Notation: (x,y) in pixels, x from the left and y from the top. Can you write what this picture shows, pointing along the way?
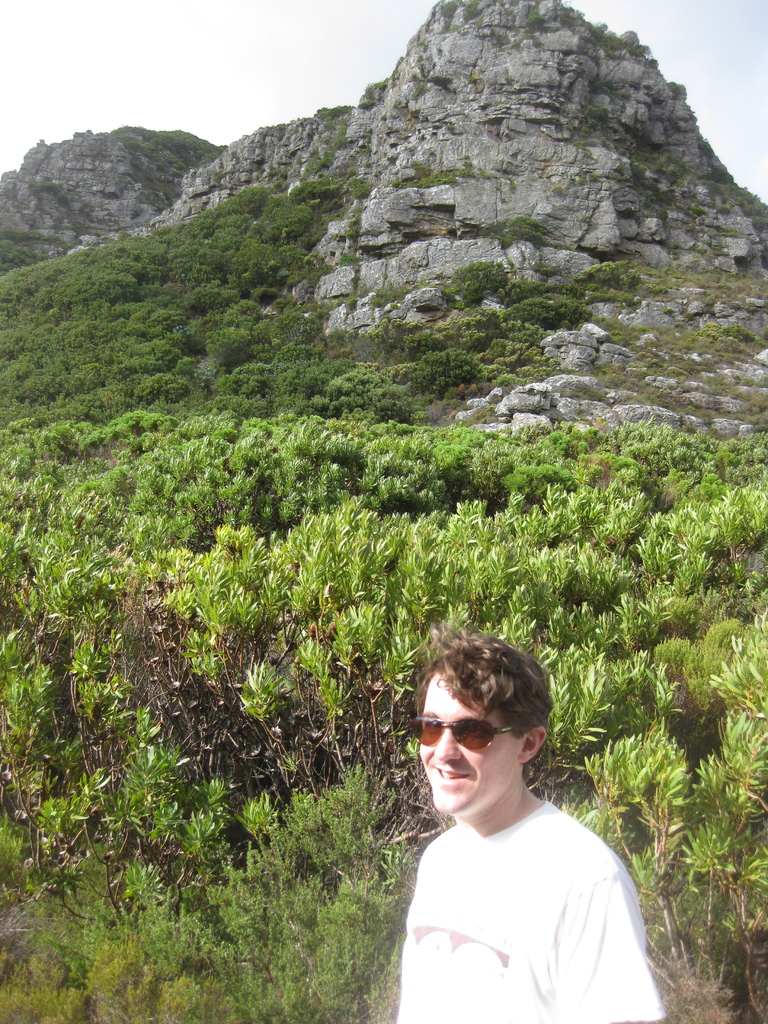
This is an outside view. At the bottom of this image (508,875) there is a man (481,889) wearing a white color t-shirt (474,891), goggles (461,733) and smiling. In the background (264,629) there are many plants (199,690), trees (191,352) and hills (221,159). At the top of the image (247,76) I can see the sky (259,65).
